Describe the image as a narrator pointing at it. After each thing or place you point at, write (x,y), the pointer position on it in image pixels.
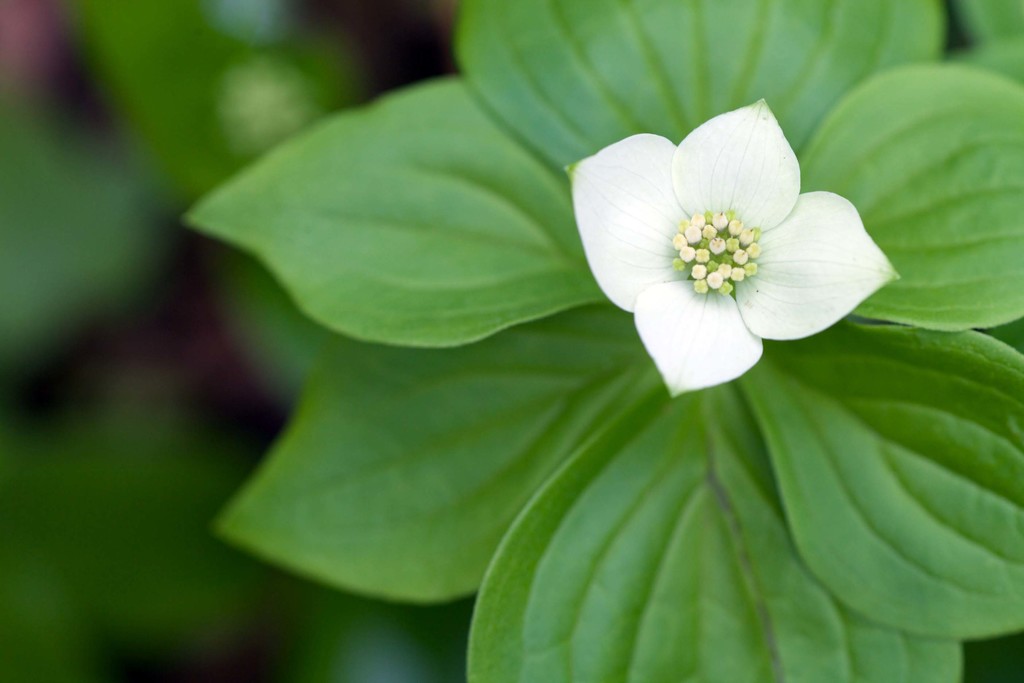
In this picture in the front (569,316) there is a plant (646,512) and there is a flower (757,236) and the background (322,72) is blurry.
